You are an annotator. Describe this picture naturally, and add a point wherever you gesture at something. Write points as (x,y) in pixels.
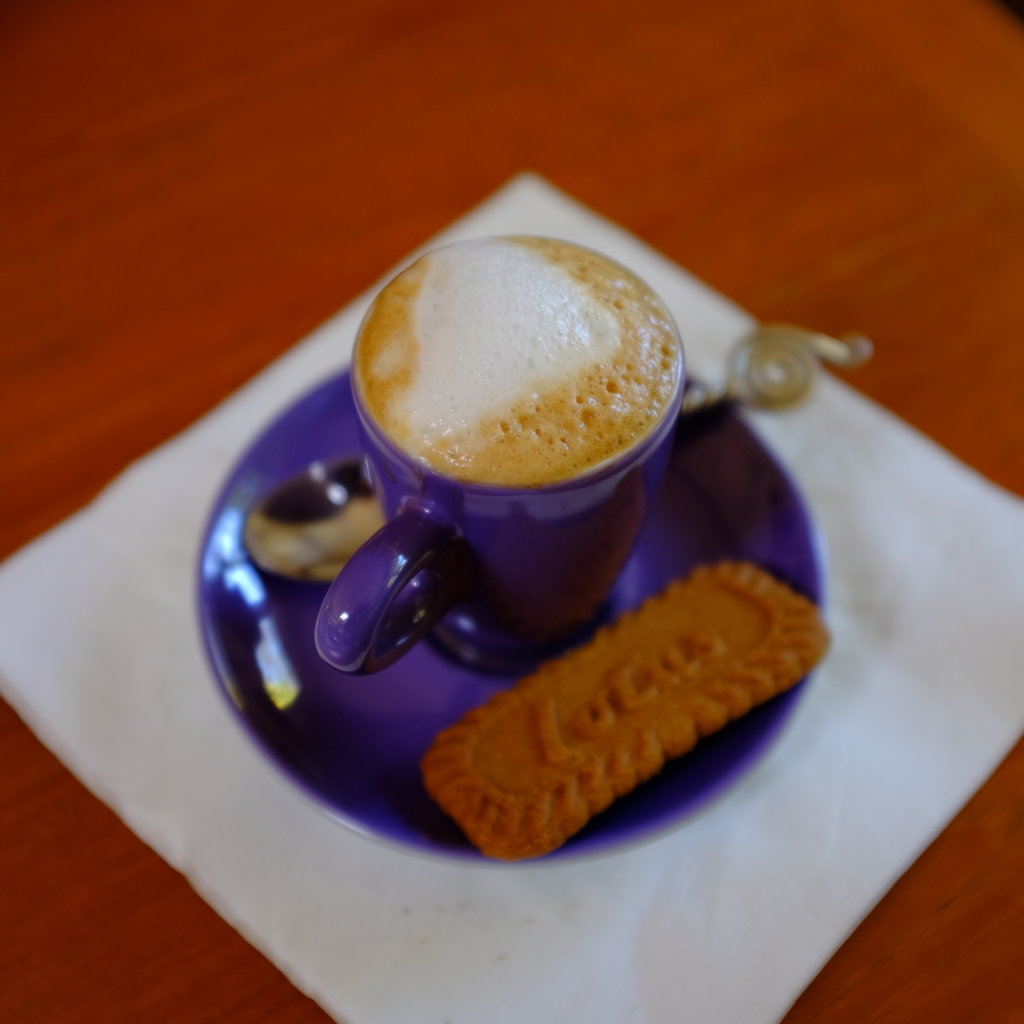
In this image there is a coffee cup (489,556) is kept in a saucer (282,684) in middle of this image (520,354) and there is a biscuit (617,693) at right side of this image (704,666) and the saucer (697,528) is kept on a tissue (644,906), which is in white color and there is a table (221,198) in the background (481,161).
